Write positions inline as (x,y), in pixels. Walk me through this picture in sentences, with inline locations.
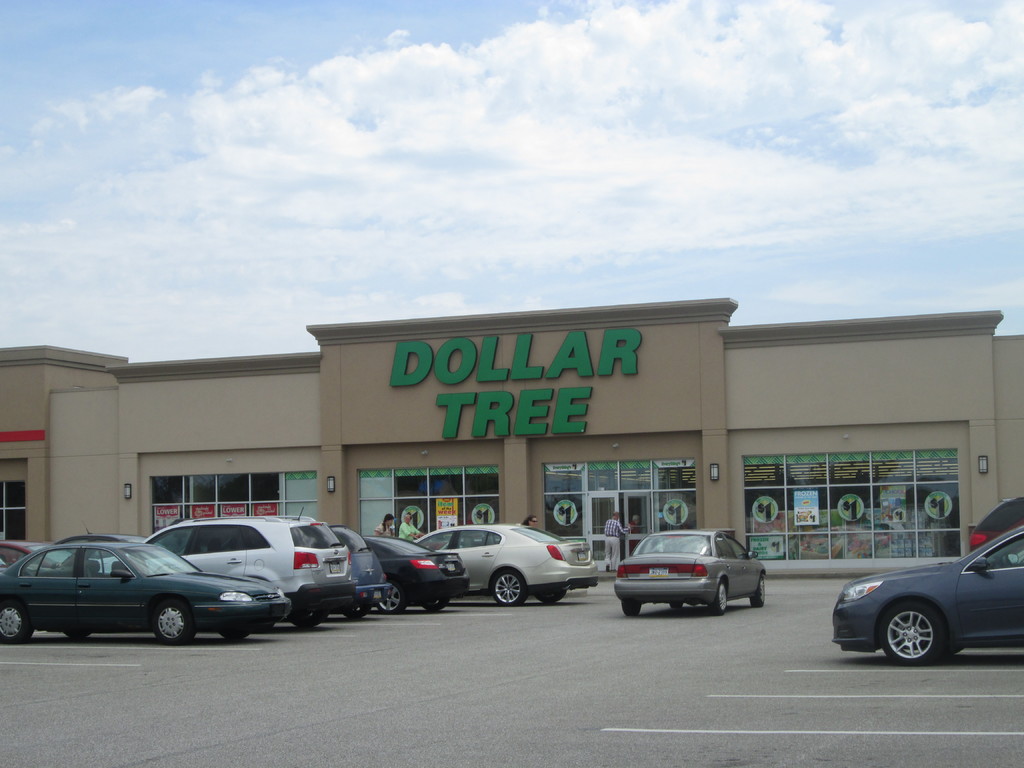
In this image there is a building (486,462) in middle of this image (544,449) and there are some cars (500,544) at bottom of this image (264,572) and there is a road (592,710) below to this image, and there is a cloudy sky (464,157) at top of this image (442,153).
